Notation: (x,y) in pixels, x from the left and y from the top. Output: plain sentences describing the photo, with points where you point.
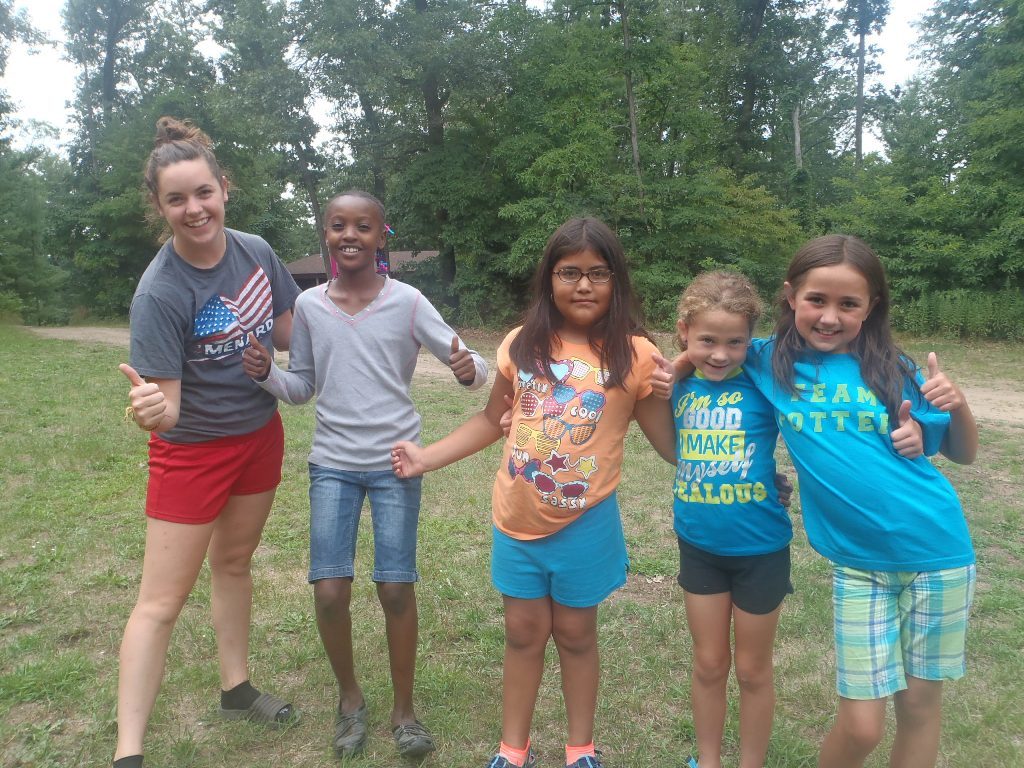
In this picture I can see some people (503,493) are standing on the grass (254,566), behind I can see a shed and some trees (561,130).
